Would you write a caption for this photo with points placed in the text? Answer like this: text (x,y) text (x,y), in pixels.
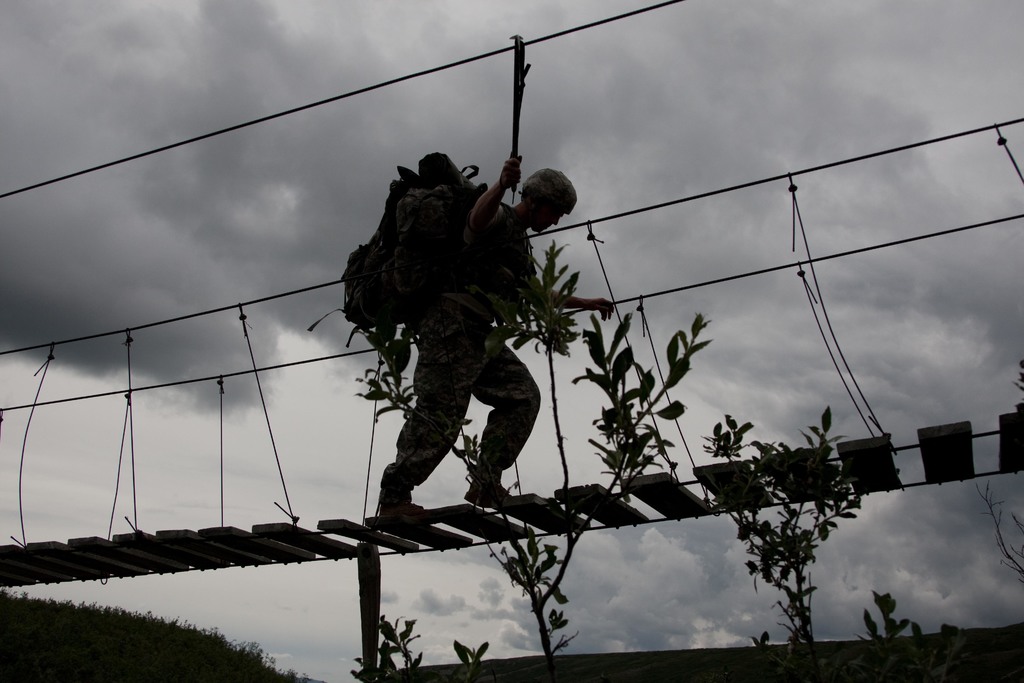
Here is the man (436,368) wore a backpack bag (424,268) and holding a stick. He is walking on the wooden bridge (938,454). These are the ropes (290,515), which are tied to the bridge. I can see the small trees (801,586). I think this is a hill (236,658) with plants (243,647) on it. These are the clouds (215,203) in the sky (446,128).
